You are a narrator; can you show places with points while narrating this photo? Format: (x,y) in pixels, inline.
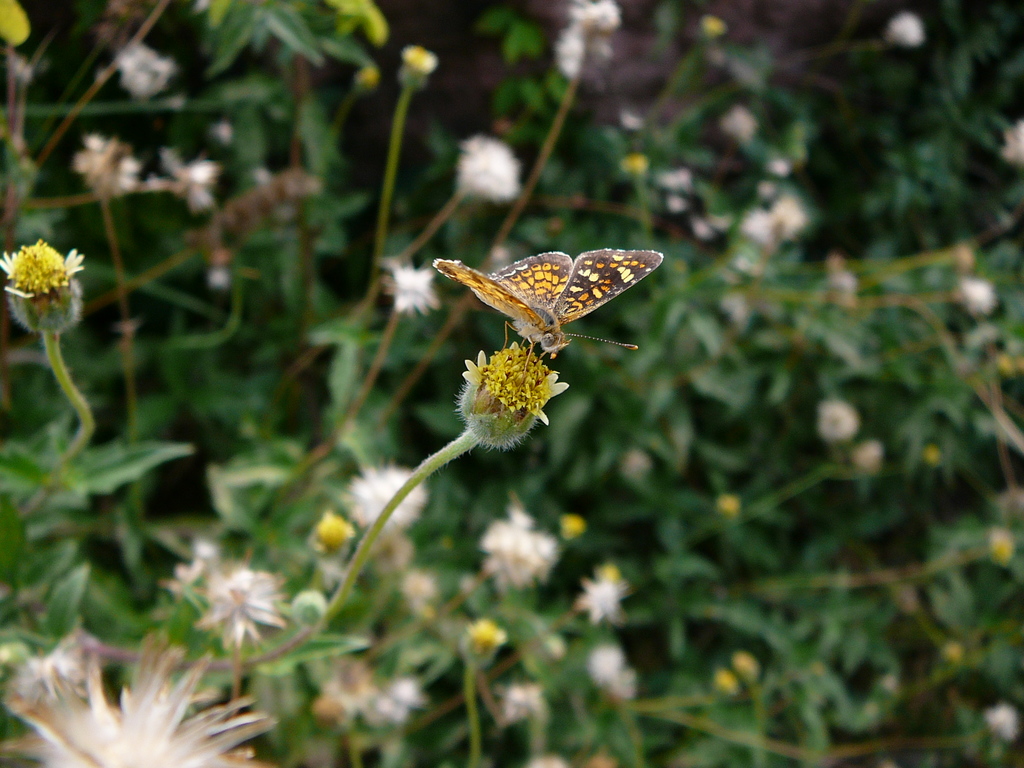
In this image in the front (553,350) there is a butterfly (525,326) sitting on the flower (492,392). In the background (295,317) there are flowers (77,287) and leaves (972,346).
